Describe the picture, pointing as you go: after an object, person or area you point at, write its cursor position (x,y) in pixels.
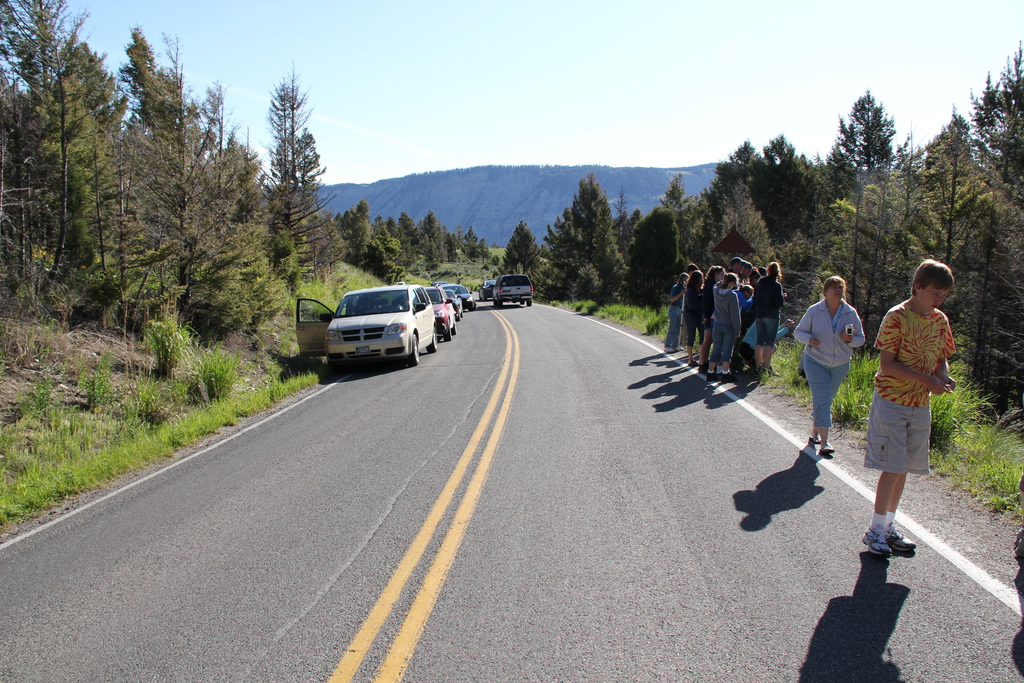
In the image in the center (347,310), we can see a few vehicles (496,299) on the road (559,354). And we can see a few people (735,288) are standing. In the background (515,83), we can see the sky (846,37), hills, trees (589,280), plants (187,332) and grass (291,337).
